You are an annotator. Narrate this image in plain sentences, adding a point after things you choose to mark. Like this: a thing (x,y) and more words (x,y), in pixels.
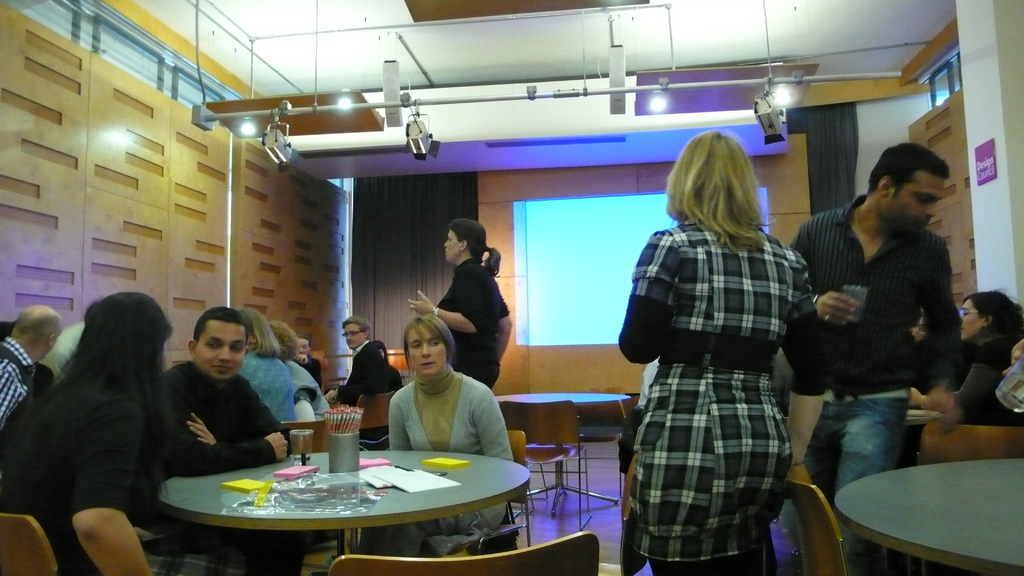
In this image I see lot of people (697,179) in which most of them are sitting and few of them are standing, I also see there are lot of chairs (570,458) and tables (940,556). In the background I see the lights (424,126), projectors (404,129) and the screen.
